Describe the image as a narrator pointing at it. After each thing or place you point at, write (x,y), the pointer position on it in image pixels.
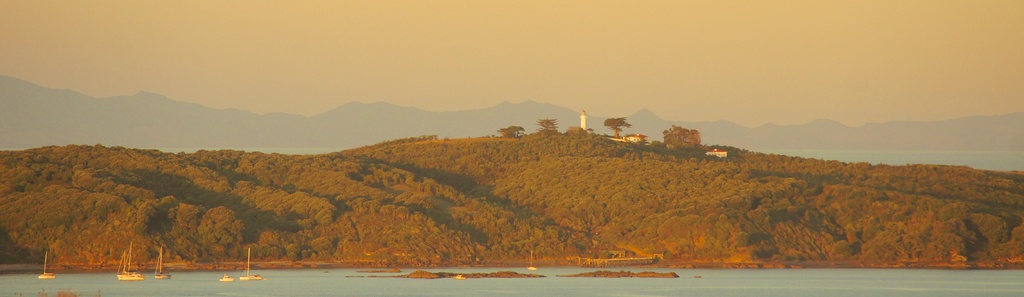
At the bottom of the picture (295,269), we see water (554,278) and we even see boats (221,281) and yachts (158,276) in the water (280,275). Beside that, there are many trees (597,206). We see buildings (633,139) and a tower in the background (249,115) and we even see the hills (313,141). At the top of the picture (542,58), we see the sky (558,90).
